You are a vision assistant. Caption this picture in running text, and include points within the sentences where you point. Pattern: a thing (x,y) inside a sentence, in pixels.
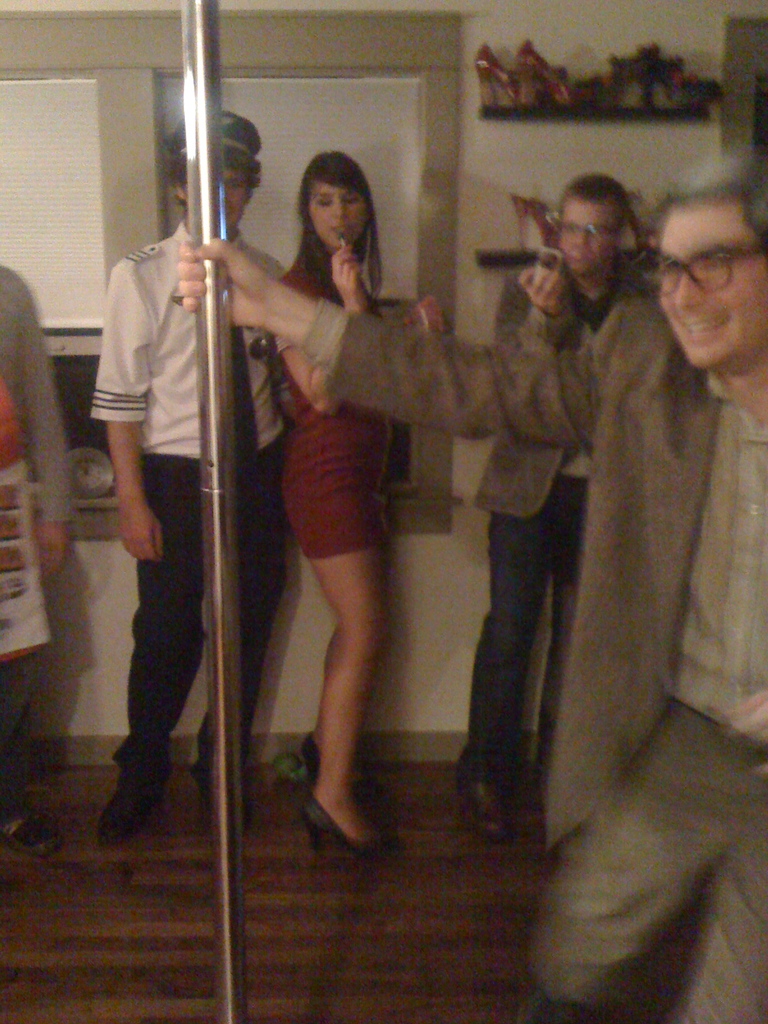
This is the picture of a room (484,480). On the right side of the image (697,538) there is a person (695,710) standing and smiling and he is holding the rod (233,987). At the back (268,342) there are group of people (239,341) standing. There are windows (68,143) and there are objects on the cupboard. At the back (547,172) there's a wall (471,206). At the bottom (485,899) there is a wooden floor (408,890).
